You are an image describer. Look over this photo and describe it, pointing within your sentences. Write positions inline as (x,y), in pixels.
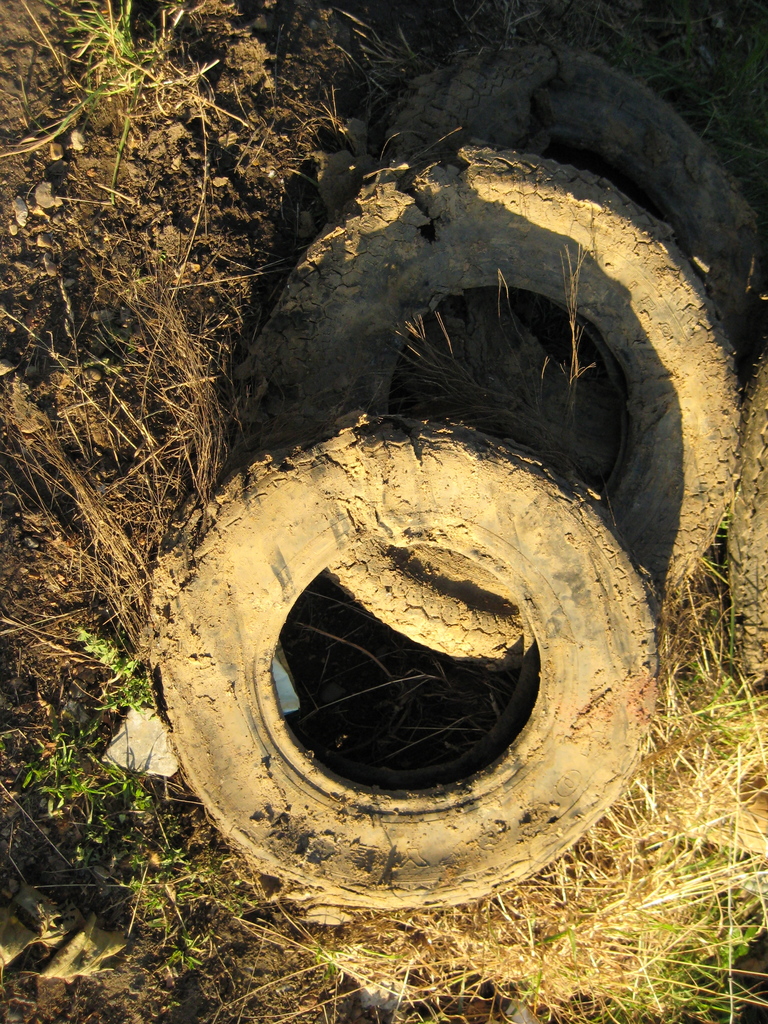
In the image there are several worn tires (463,423) on the grass land (516,970), the tires (412,821) are covered in mud (538,280).
